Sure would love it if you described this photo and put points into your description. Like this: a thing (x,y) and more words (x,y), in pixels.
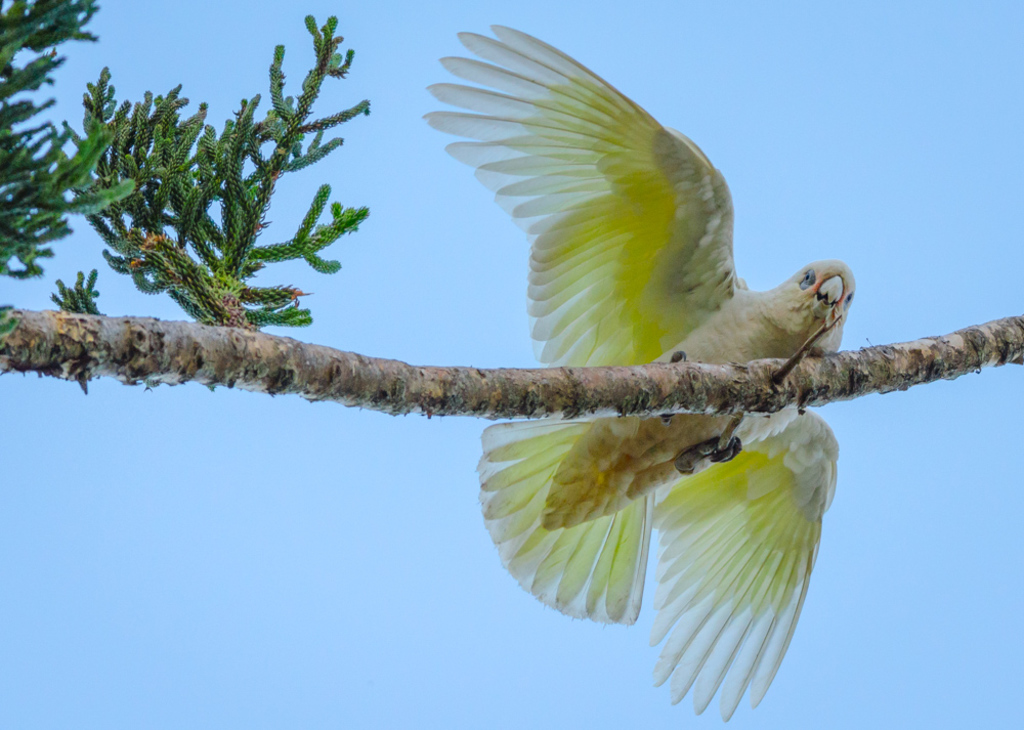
In this image on a stem (90,328) there is a yellow bird (638,345). The sky (839,137) is clear.
